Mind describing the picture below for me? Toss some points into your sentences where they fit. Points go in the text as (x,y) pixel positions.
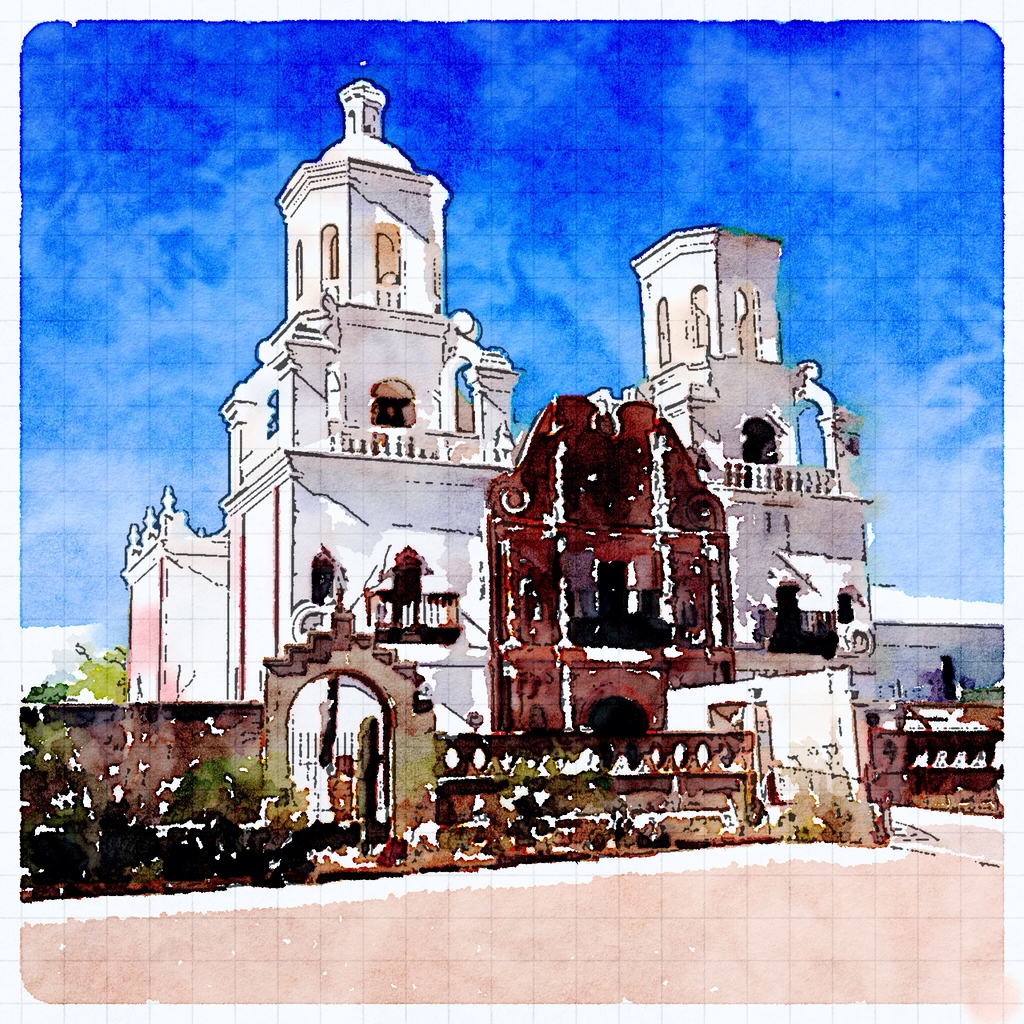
This is an edited image, In this picture we can see building (380,537). In the background of the image (100,639) we can see sky (895,249) with clouds (931,375).
